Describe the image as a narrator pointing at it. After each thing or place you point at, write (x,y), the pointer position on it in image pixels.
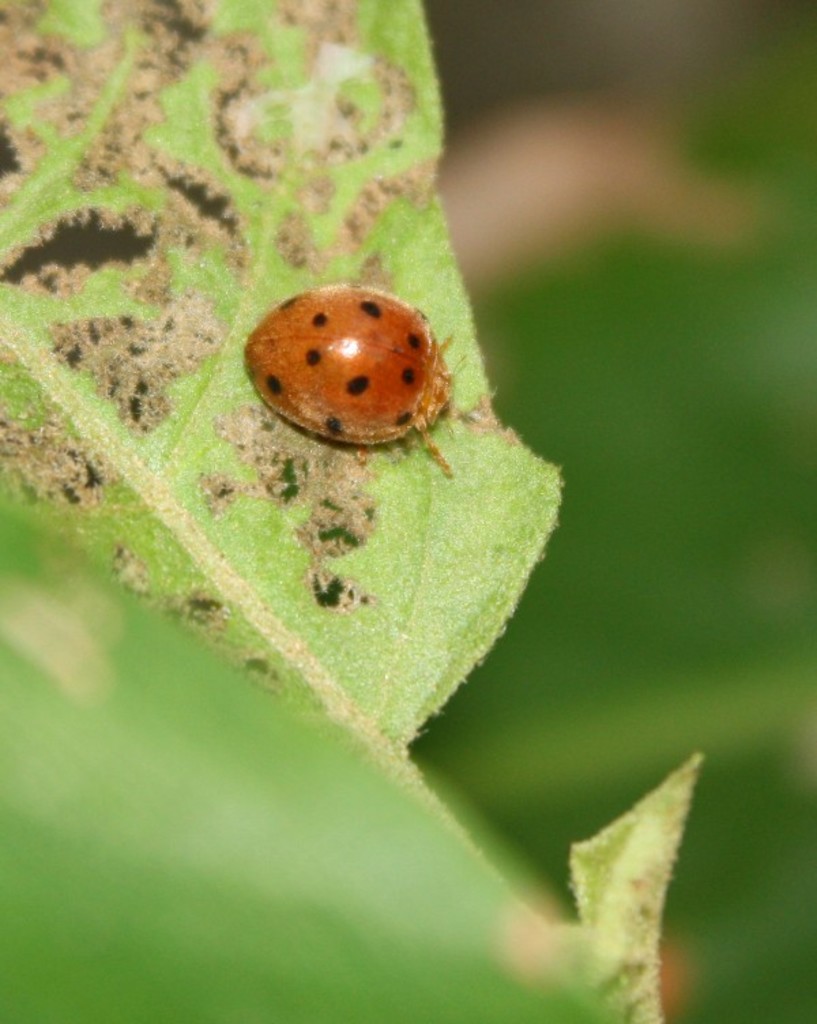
In this image there is an insect (276,411) on the leaf (203,387). Background (603,574) is blurry.
